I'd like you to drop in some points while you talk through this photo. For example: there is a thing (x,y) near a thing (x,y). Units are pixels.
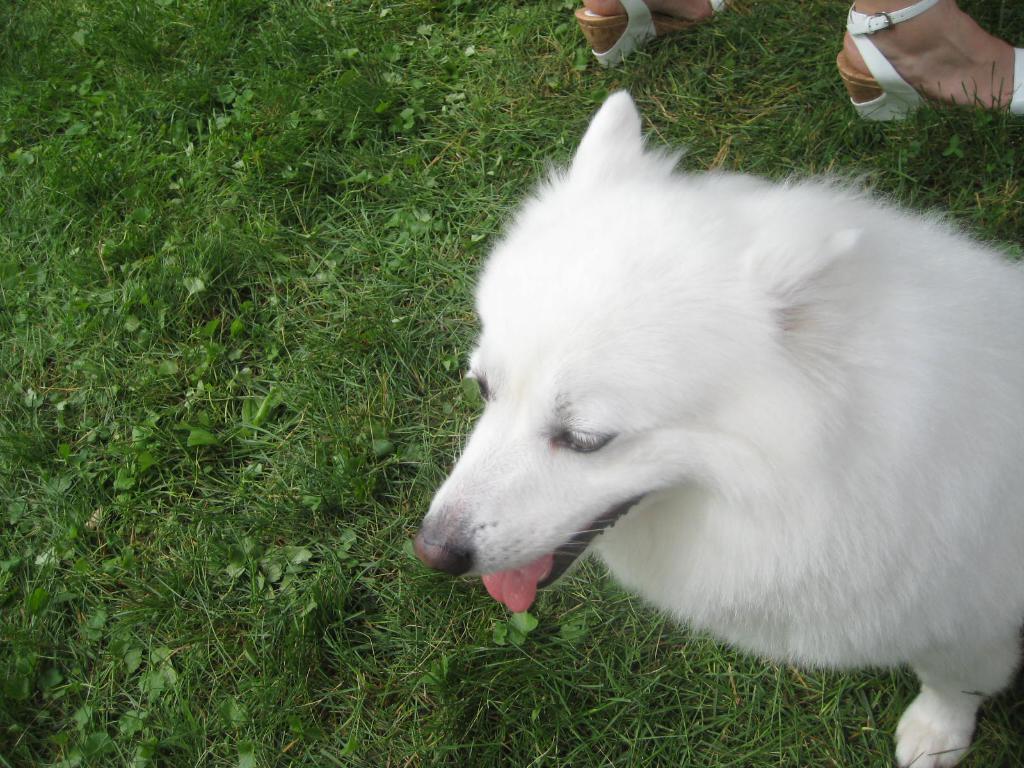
There is a white color dog (713,392), sitting on the grass (811,696) on the ground (592,733), near a person (932,62) who is standing on the ground (498,96).
